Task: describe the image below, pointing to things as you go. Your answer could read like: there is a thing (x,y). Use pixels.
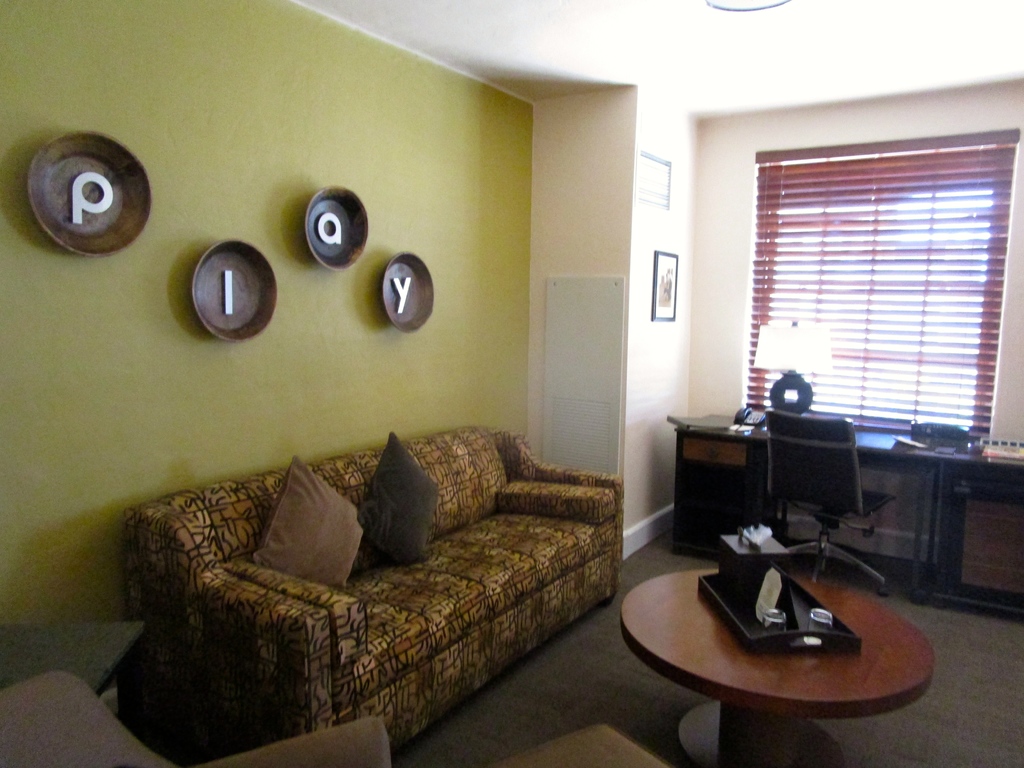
This is a picture of a living room (661,448) where we have couch (445,468), 2 pillows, a table (664,623), and a stand (781,571), table (739,485), chair (789,415), lamp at the cupboard (733,472), window shutter (830,176), frame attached to the wall (671,214), and 4 alphabet frames (67,152) attached to the wall (112,103).
